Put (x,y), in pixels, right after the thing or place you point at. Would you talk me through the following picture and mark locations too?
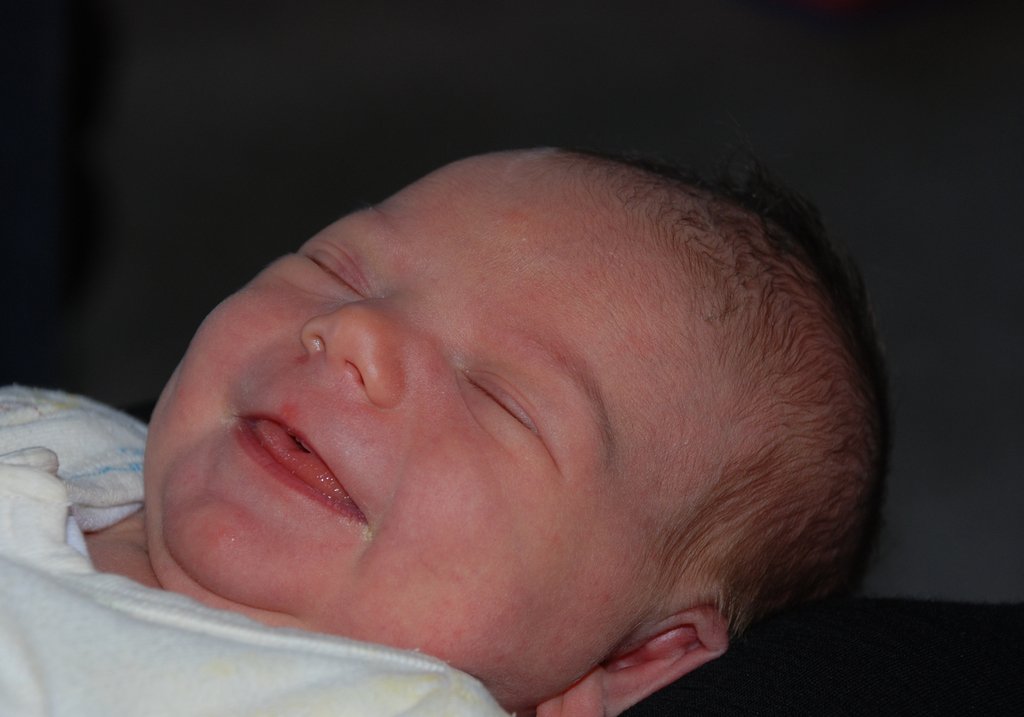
In this picture we can see a kid (749,456). This is cloth (853,682) and there is a dark background (912,179).
